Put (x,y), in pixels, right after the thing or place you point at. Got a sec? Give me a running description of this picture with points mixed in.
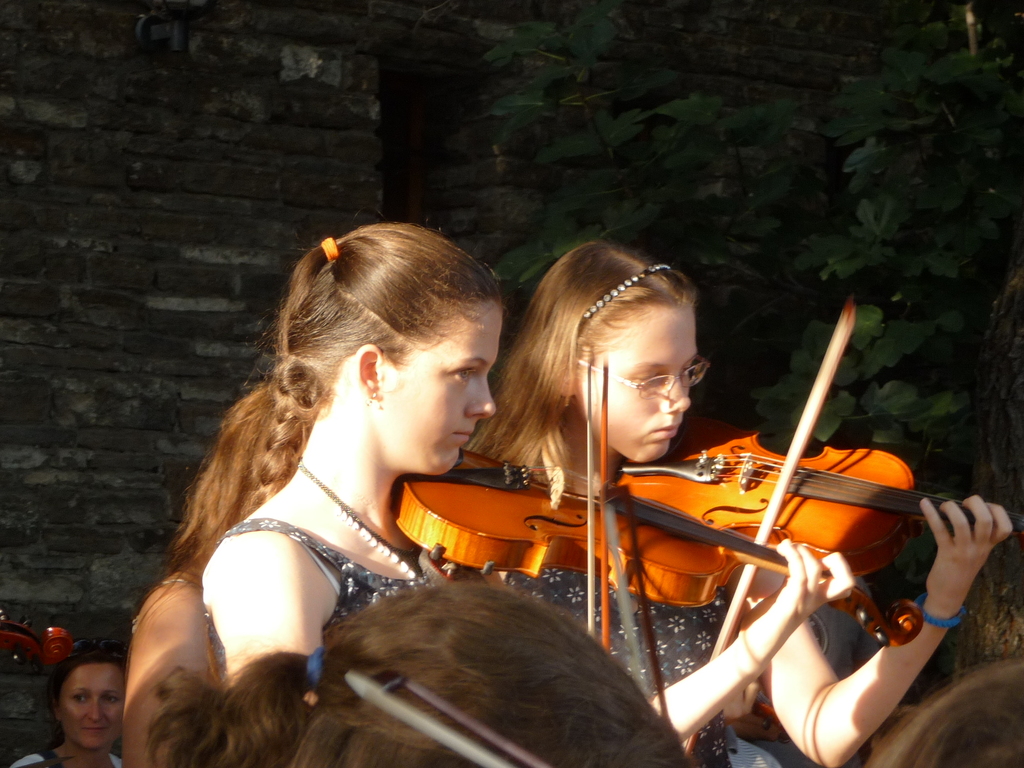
In this picture there are two women (471,271) playing violin (513,547). In the background (770,89) there is a wall (228,122) and a plant (769,210).
